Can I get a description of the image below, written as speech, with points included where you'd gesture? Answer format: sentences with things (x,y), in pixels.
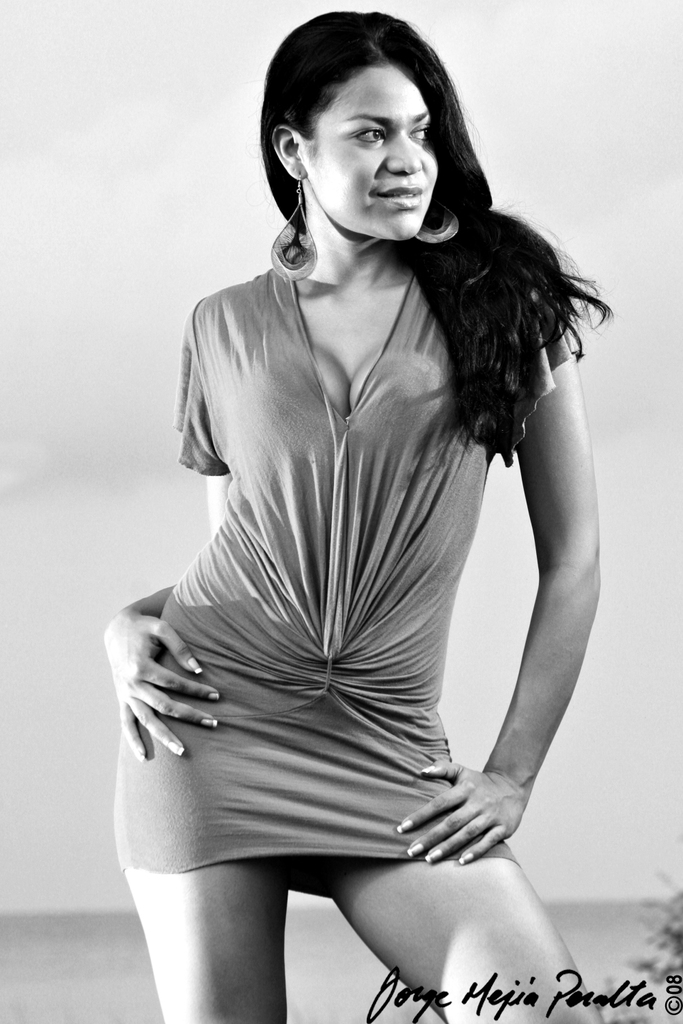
This is a black and white picture of a lady (323,582) wearing a dress (253,565) and earrings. On the right corner (561,980) there is a watermark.
